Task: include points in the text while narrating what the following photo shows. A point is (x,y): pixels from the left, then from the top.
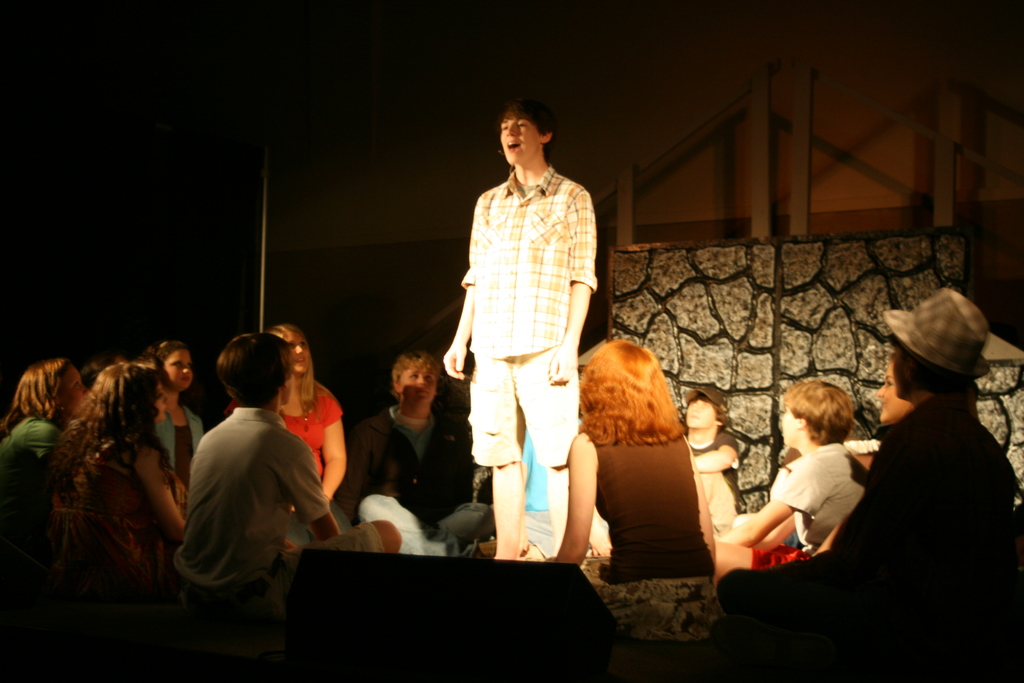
In the foreground of this image (525,286), there is a man (505,242) standing in the center of the stage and few persons (434,447) sitting around him. On bottom of the image (458,651), there is a speaker (439,649) and in the background (390,74), there is the wall (607,84).
